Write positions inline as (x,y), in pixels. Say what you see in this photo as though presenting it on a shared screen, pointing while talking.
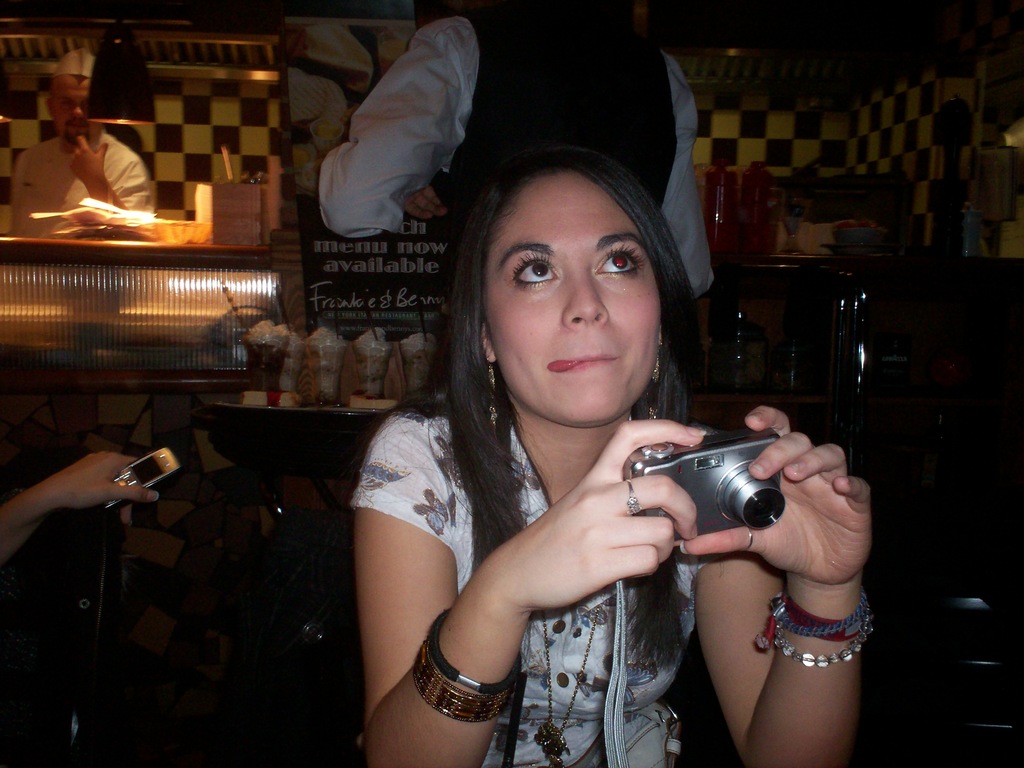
There is a woman (398,421) sitting and operating camera (702,493) and behind her there are men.
